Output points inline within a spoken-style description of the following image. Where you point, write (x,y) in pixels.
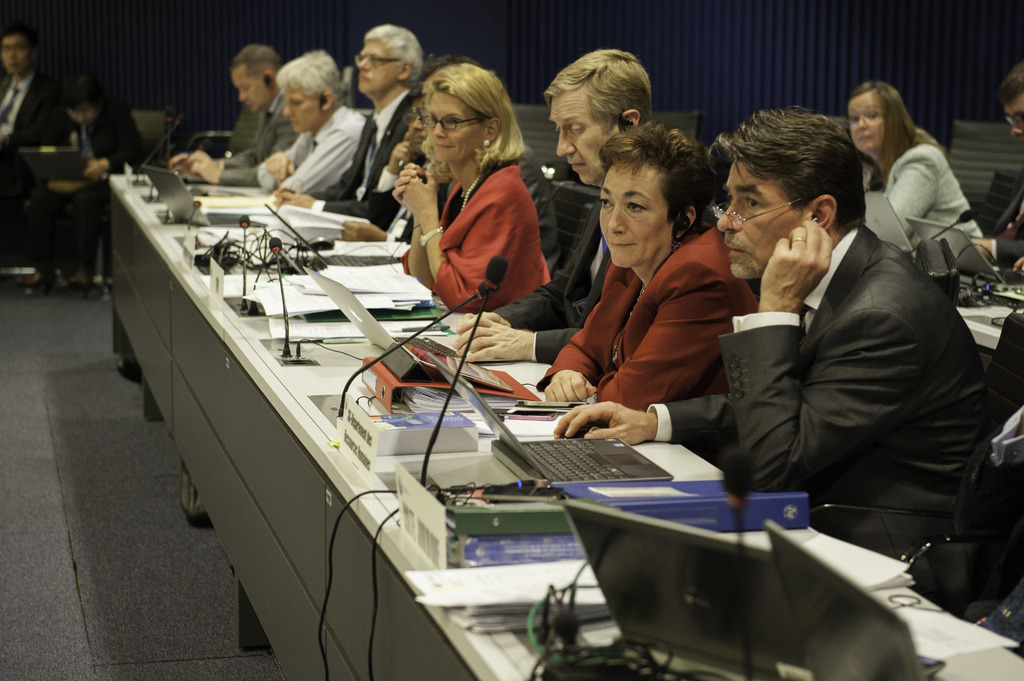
This picture is clicked in the conference hall (305,250). In this picture, we see many people (681,163) are sitting on the chairs (988,194). In front of them, we see a table (312,459) on which laptops (579,519), papers (504,580), books (455,449), files (388,397), cables (260,258) and microphones (241,307) are placed. On the right side (872,101), we see a woman (935,184) in grey blazer (935,184) is sitting on the chair (987,209). In the background (206,86), it is black in color. On the left side (16,64), we see two men (13,86) are sitting on the chairs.
